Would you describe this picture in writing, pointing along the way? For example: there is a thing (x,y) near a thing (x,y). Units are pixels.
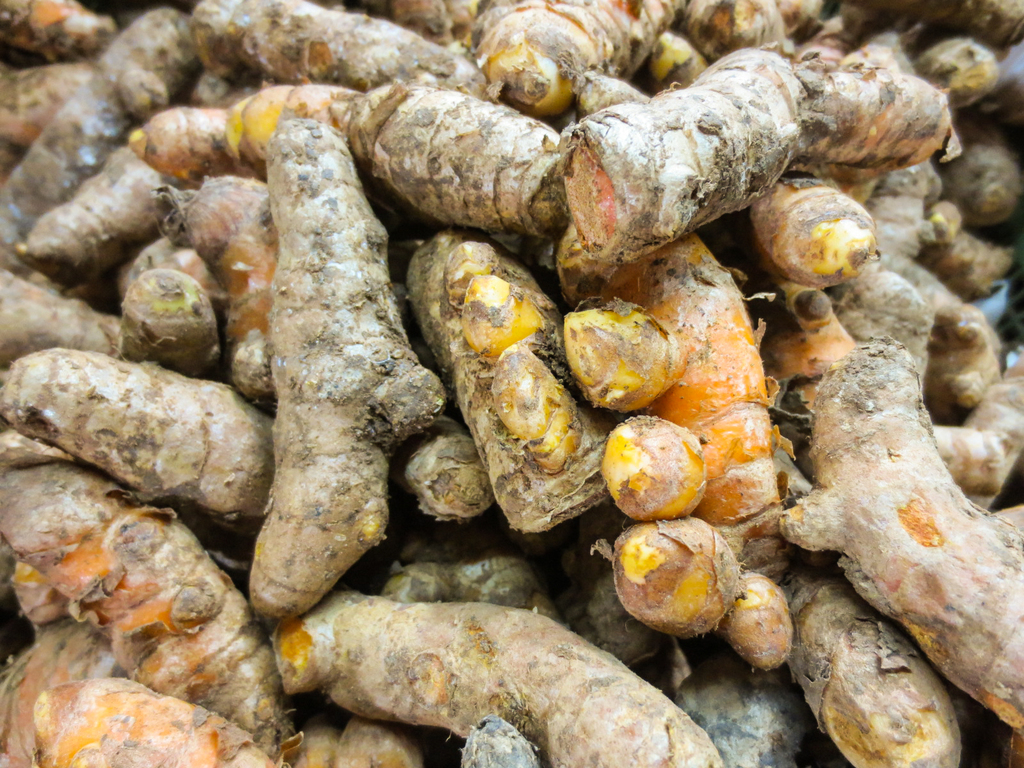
In this picture we can see turmeric vegetable (707,387) is there.
